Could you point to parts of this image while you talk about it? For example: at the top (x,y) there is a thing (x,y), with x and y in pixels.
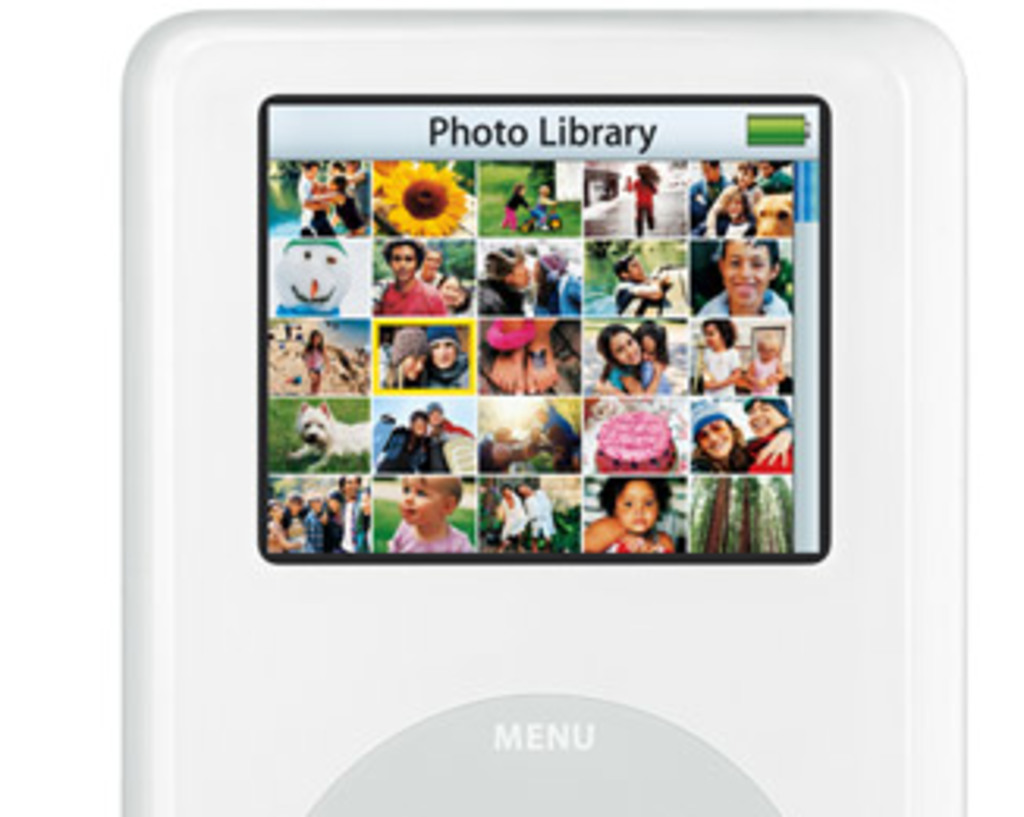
In this image we can see an ipod (513,477).
